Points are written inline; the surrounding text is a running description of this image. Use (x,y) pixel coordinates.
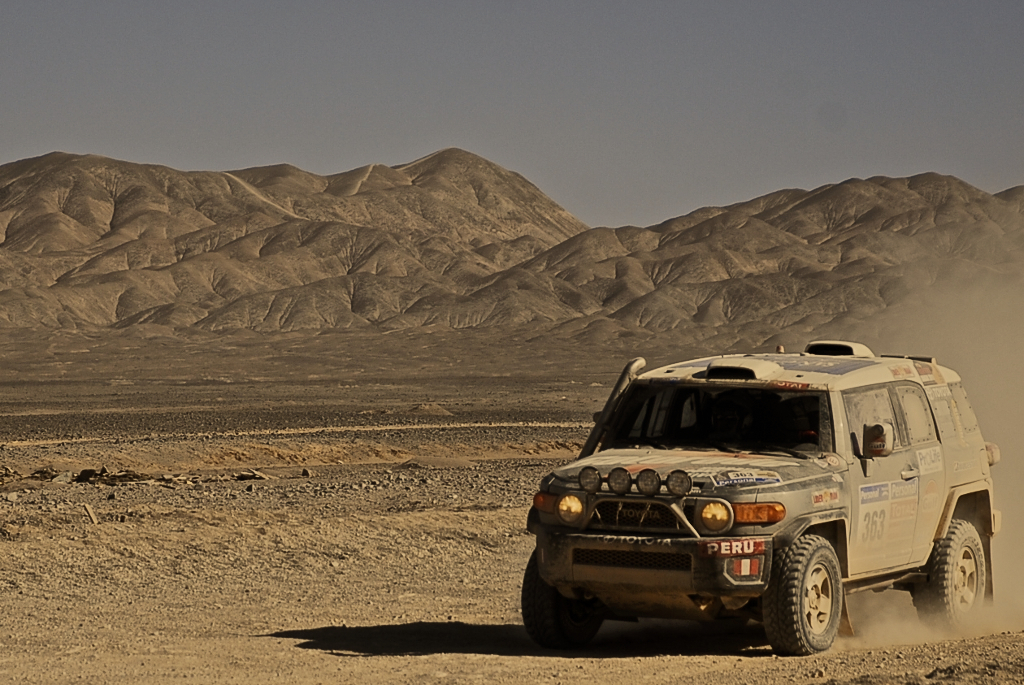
In this image I can see a vehicle (612,513), shadow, the sky (278,140) and here on this vehicle (765,484) I can see something is written at few places.
